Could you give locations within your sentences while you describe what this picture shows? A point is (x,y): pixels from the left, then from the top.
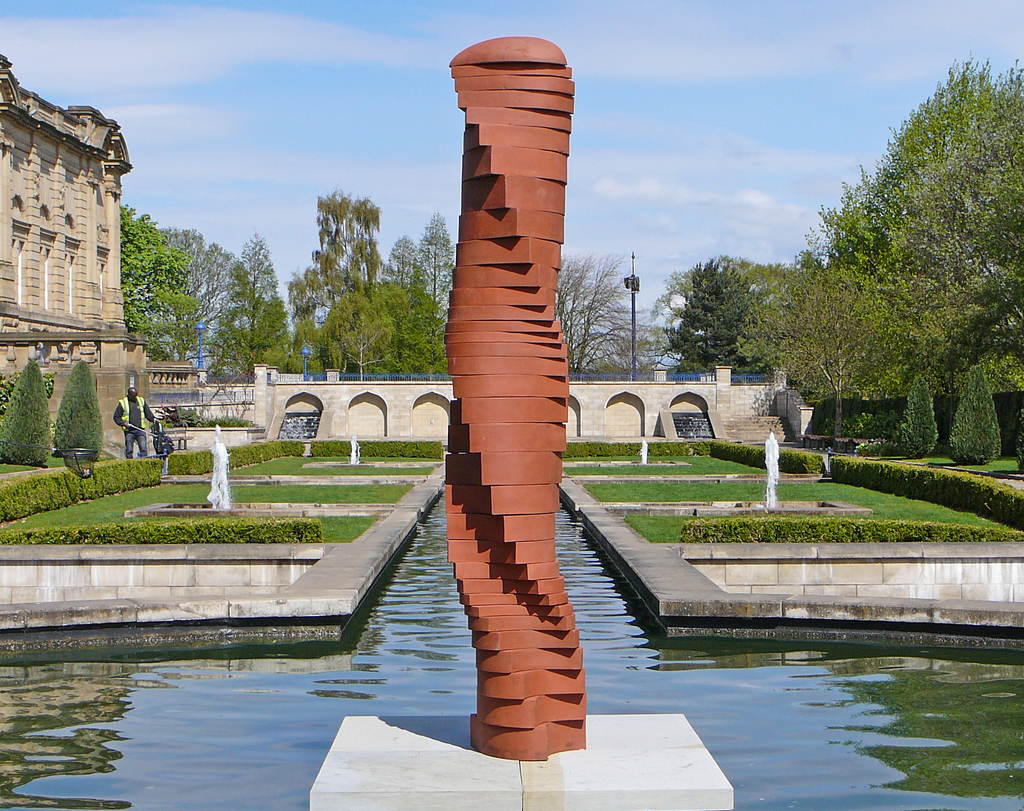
At the center of the image (501,511) there is a rock structure (532,593). Around the rock structure (490,496), there are water (448,596) and fountain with trees (96,433) and plants (150,476). On the left side (145,417) there is a person (145,422) standing and there is a building (76,335). In the background (426,288) there are trees (327,287) and a sky (638,135).
